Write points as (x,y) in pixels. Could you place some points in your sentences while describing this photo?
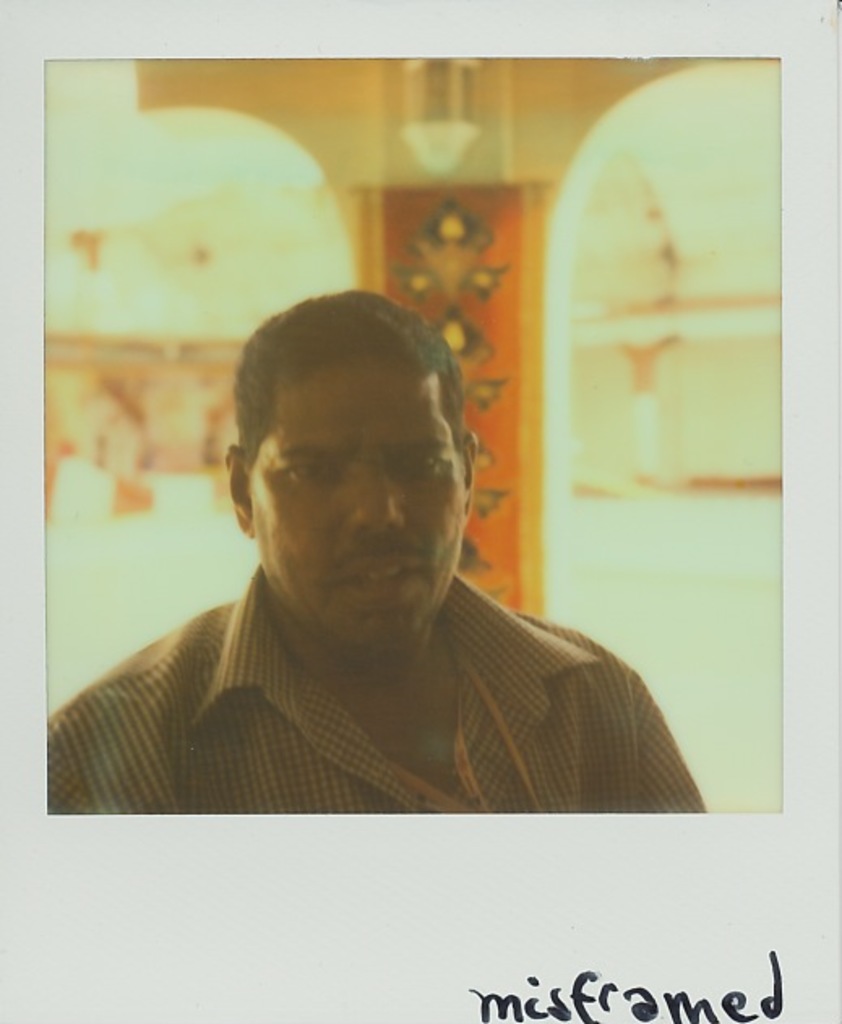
In this image there is a picture (504,384) of a man (366,555). In the background (419,251) there is a pillar (467,246).
